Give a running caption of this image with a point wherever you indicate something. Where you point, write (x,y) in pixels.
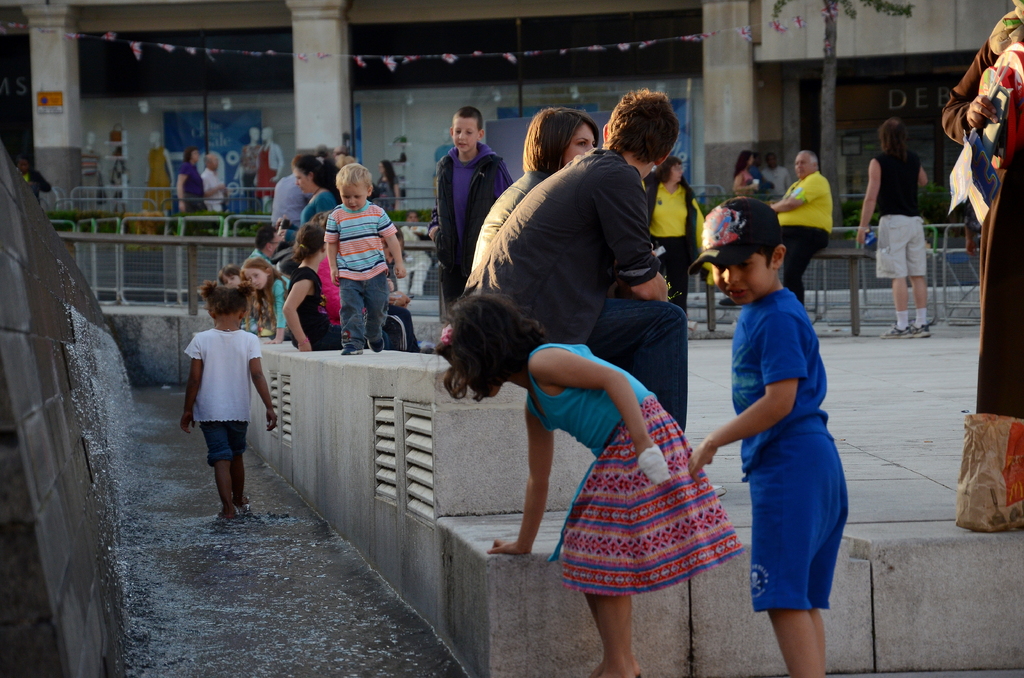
As we can see in the image there are few people (205,380) here and there, fence (839,268), chairs (853,280) and a building (809,5).
